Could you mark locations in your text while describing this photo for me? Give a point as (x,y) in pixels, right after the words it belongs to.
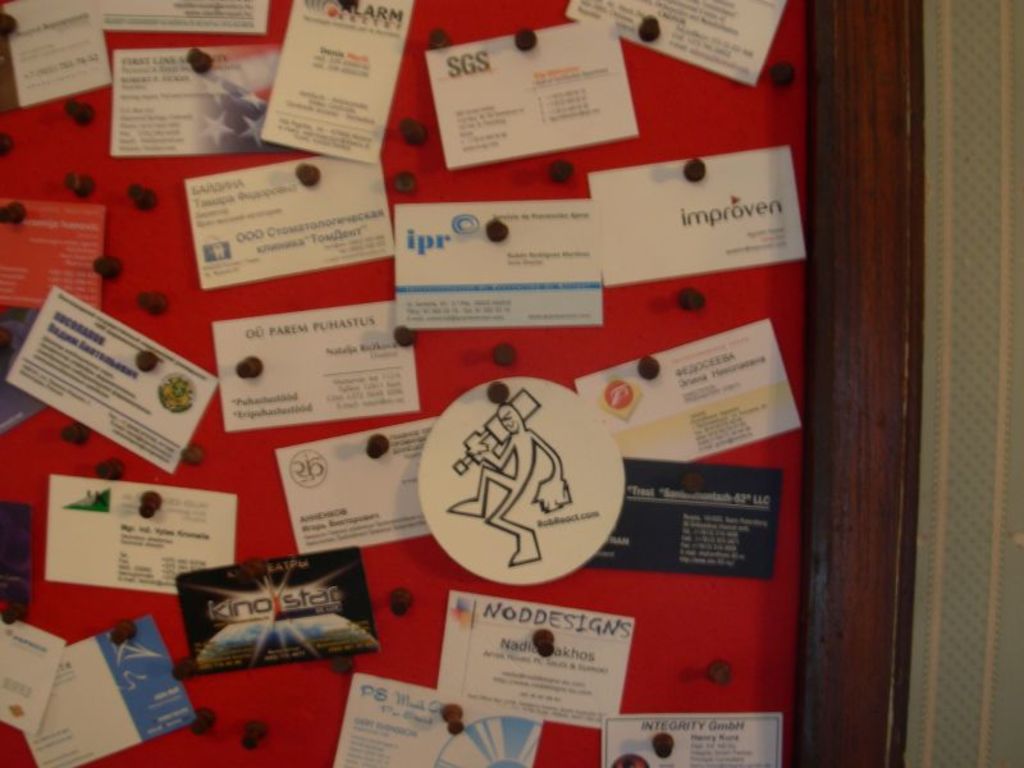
There are cards (658,228) which are placed on a board (746,461) in the image.
